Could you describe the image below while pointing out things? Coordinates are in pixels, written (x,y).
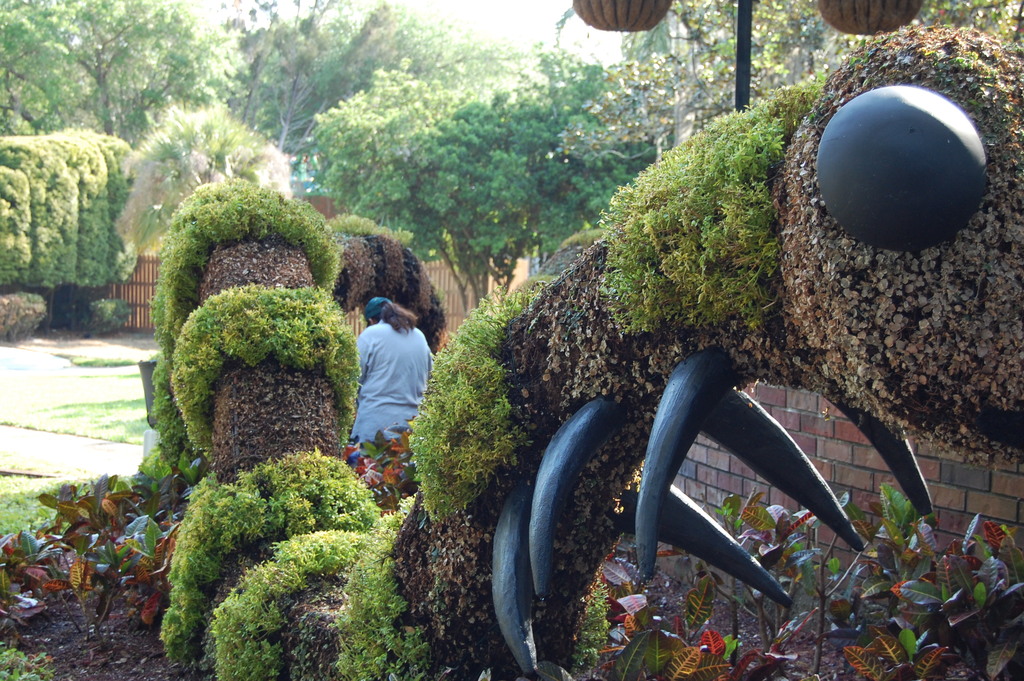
In the image we can see a person (377,380) wearing clothes (363,382) and a cap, this is a grass (33,512), plant (126,537), trees (248,171), fence (126,289), pole (742,44) and an object (733,441).
